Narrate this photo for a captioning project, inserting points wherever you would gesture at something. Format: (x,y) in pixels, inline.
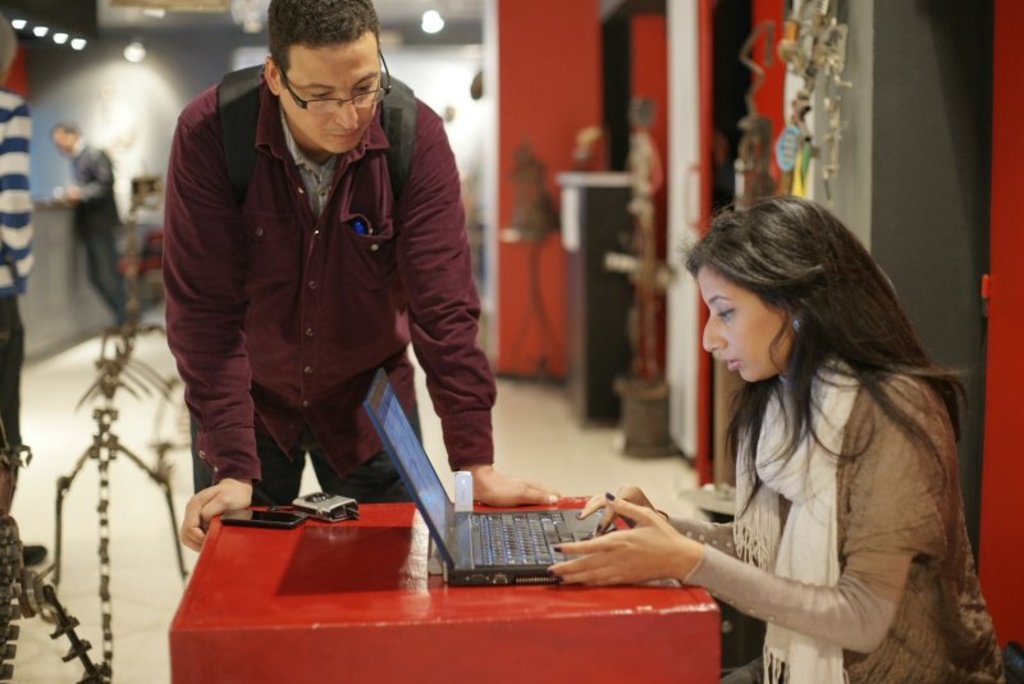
In this image I can see four people (202,205) with different color dresses (230,245). I can see one person (807,402) is sitting in-front of the laptop (450,576). The laptop (448,524), mobile (263,514) and some objects (352,508) are on the red color surface (438,577). In the background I can see the lights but it is blurry.
